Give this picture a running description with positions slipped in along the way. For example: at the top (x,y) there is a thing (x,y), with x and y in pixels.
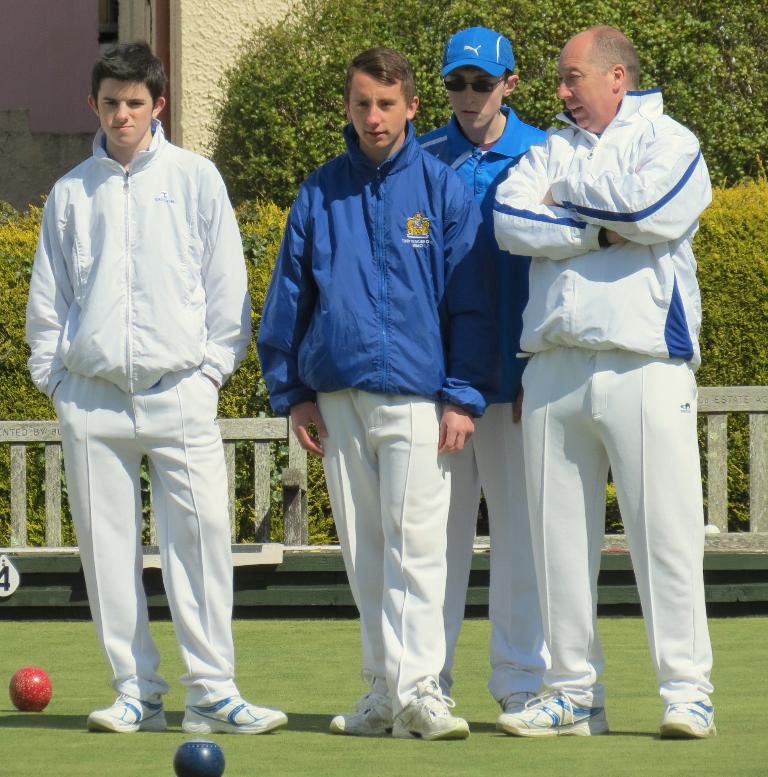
In this image we can see some persons (273,380). In the background of the image (33,7) there is a fence (716,482), plants (518,47), trees (552,33), building (22,162) and other objects (86,603). At the bottom of the image (600,740) there is the floor (468,745) and balls (50,694).
